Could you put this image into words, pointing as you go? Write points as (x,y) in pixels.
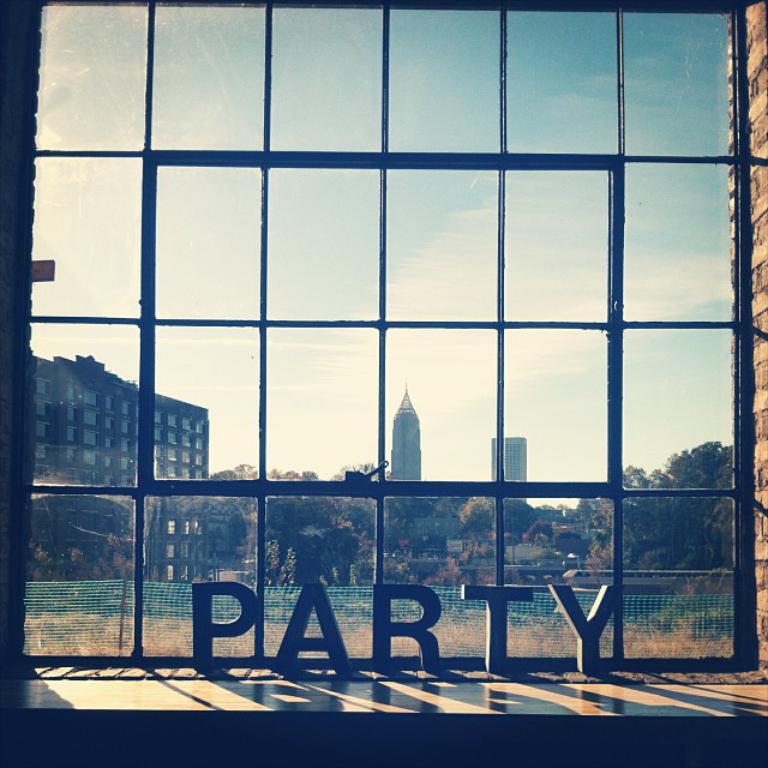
In this image there is a glass window (375,413), in front of that there are some letters (492,664), behind that there is a net fence (81,619) on the grass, there are buildings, trees (71,547) and the sky (451,353).
